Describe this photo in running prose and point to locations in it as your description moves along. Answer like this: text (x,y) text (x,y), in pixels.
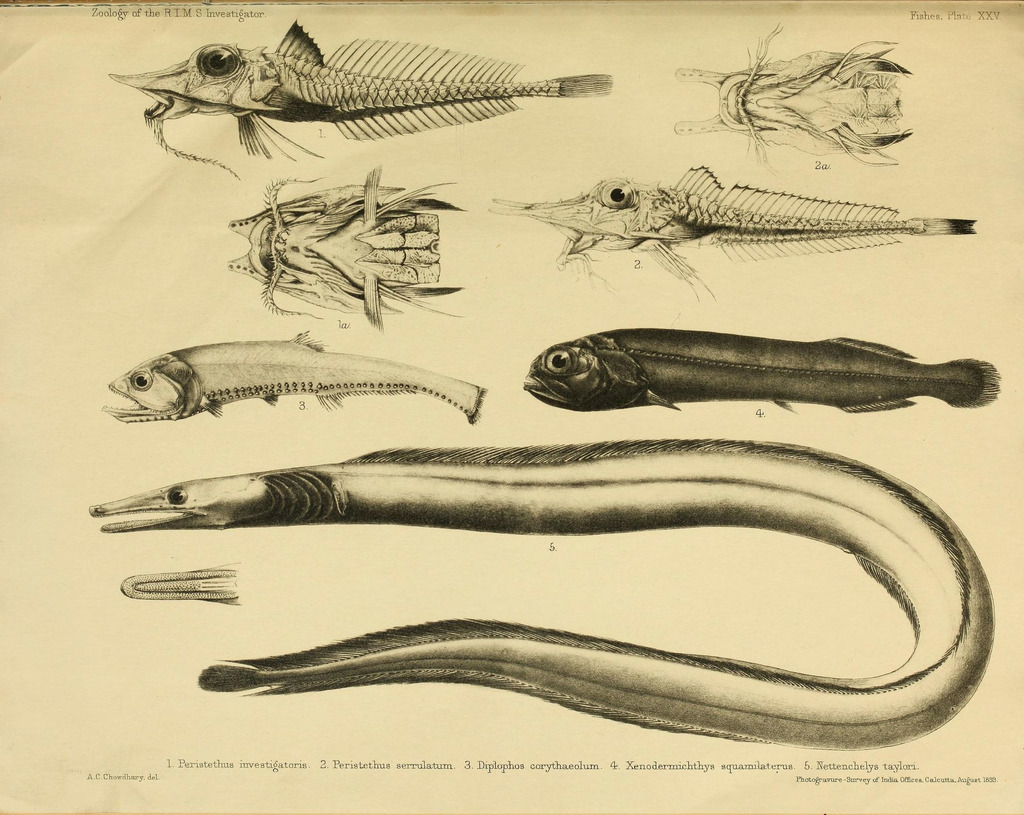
In this image we can see a paper (491,754) and there are images (339,193) of fish (251,105) on the paper (793,400). At the bottom (786,767) there is text (96,773).
